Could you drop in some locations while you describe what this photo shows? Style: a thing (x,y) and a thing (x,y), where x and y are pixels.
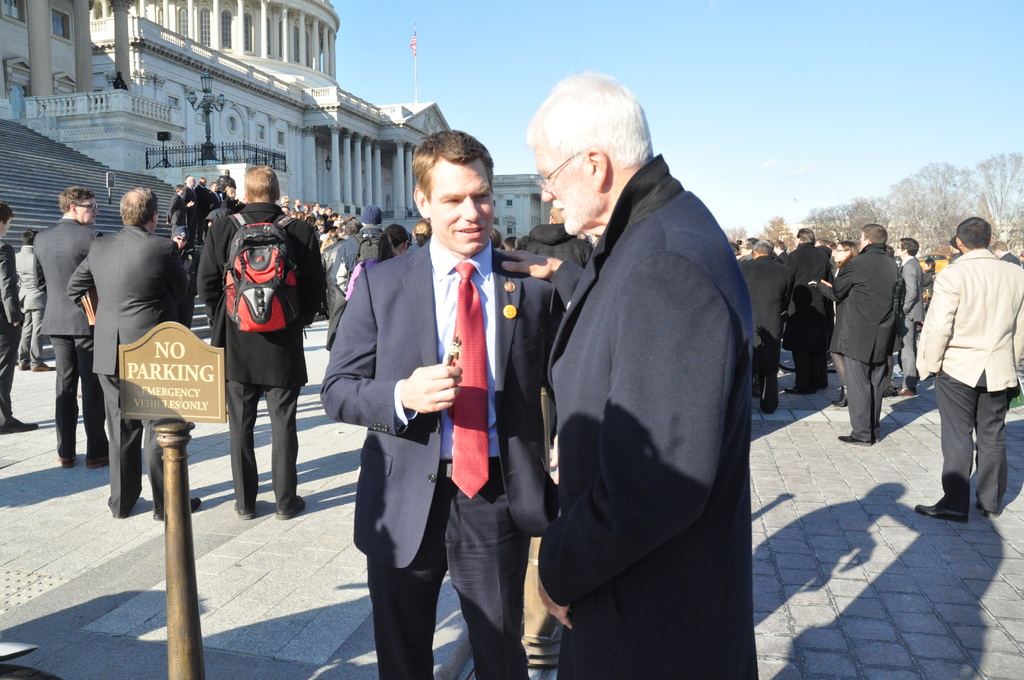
In this image we can see few people (451,305), a person (404,300) is holding an object (455,347) and a person (272,340) is wearing backpack (257,276), there is a pole (172,558) with a board (173,403) and there are stairs (39,204), fence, light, flag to the building (399,145) on the left side of the image (210,153) and there are few trees (942,217) on the right side (928,217) and the sky (697,73) in the background (697,73).
